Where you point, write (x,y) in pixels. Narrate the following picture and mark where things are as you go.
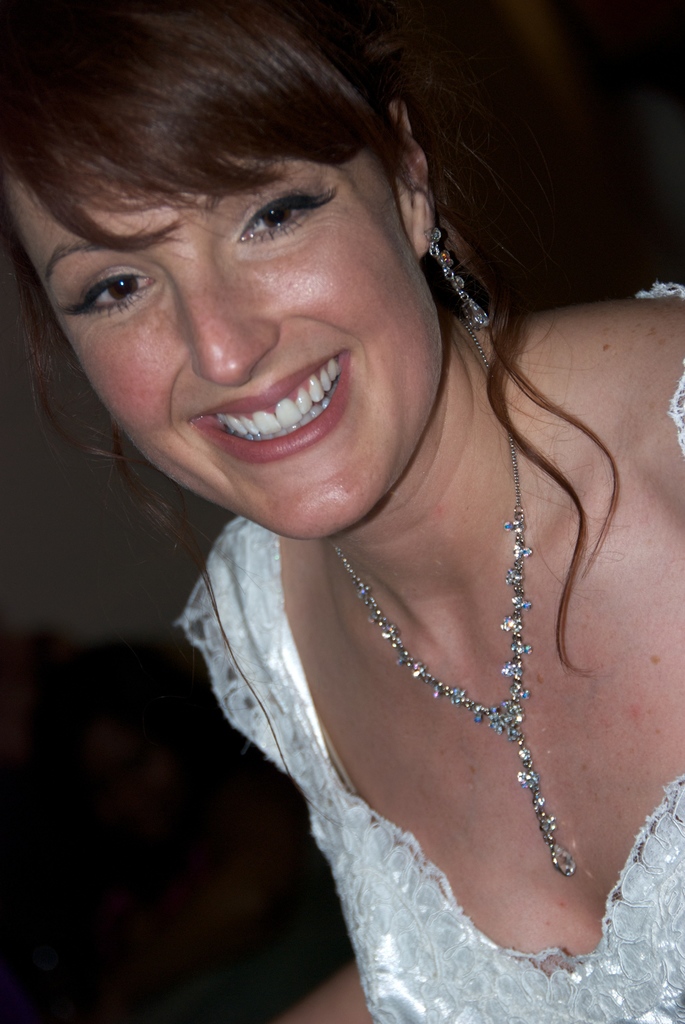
In this image there is a woman (300,314) with a smile (307,438) on her face (337,341).
